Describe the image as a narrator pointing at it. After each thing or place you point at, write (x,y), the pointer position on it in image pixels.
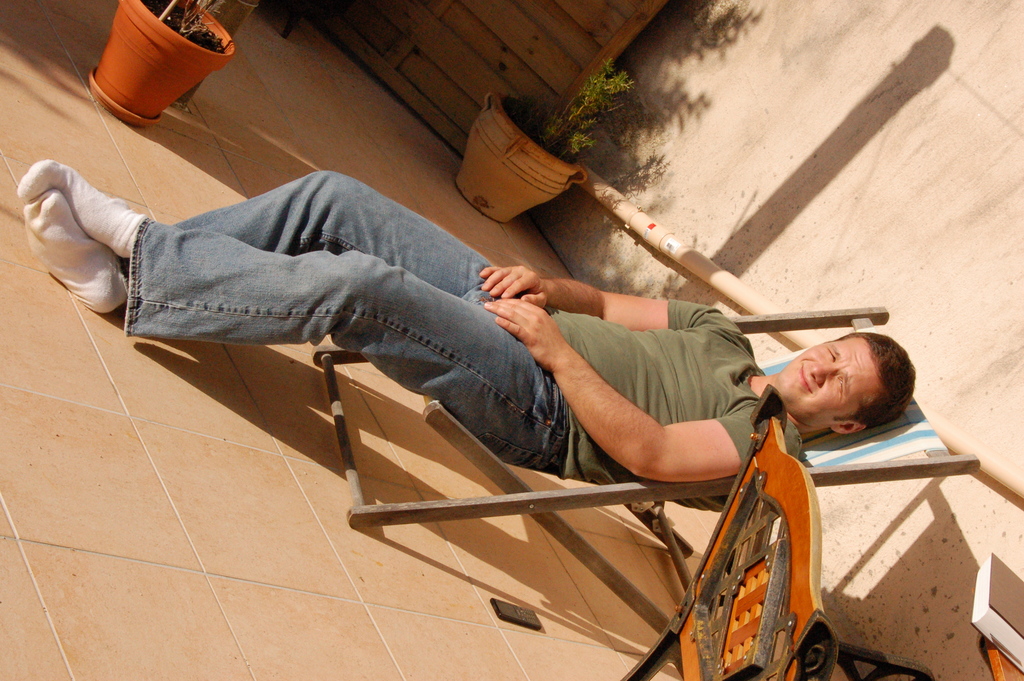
Here I can see a man (319,326) sitting on the chair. Beside him there is another empty chair (724,624). On the right side (926,195) there is a wall (917,162). At the top of the image (389,107) there is a wooden plank (458,61) and two plant pots (205,61) are placed on the floor (293,105).
